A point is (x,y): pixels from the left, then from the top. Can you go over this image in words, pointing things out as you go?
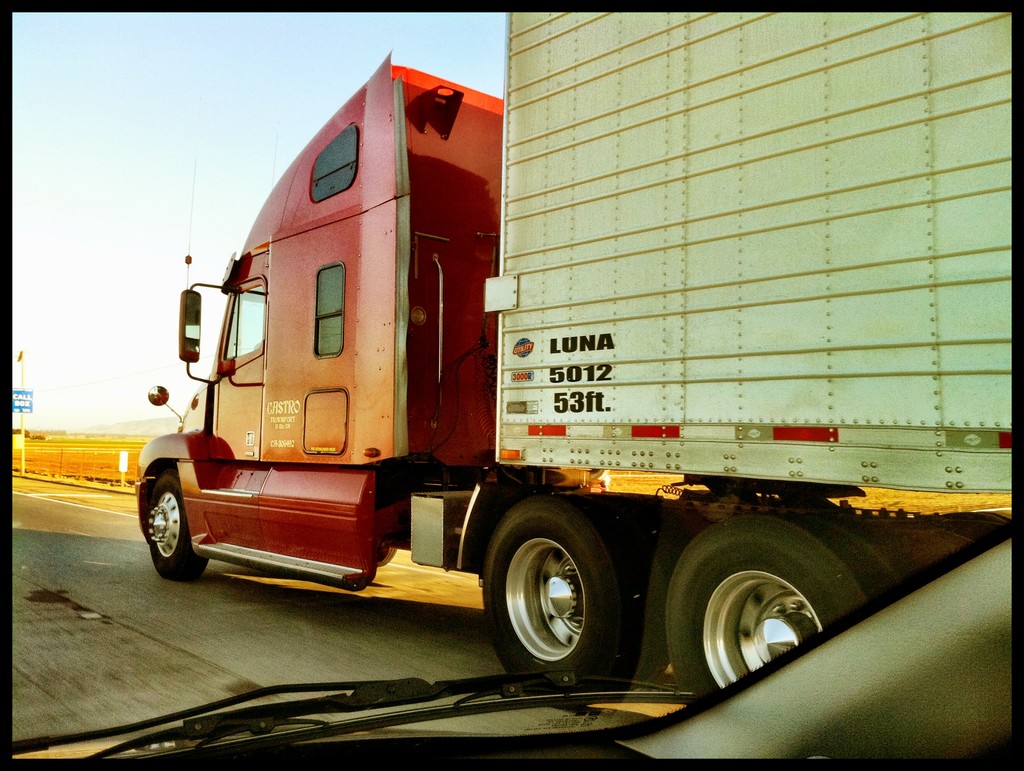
This is a picture and here we can see vehicles (307,570) on the road (149,584) and in the background (113,454), there are poles (22,429) and we can see a fence (88,451). At the top (141,158), there is sky (151,130).
